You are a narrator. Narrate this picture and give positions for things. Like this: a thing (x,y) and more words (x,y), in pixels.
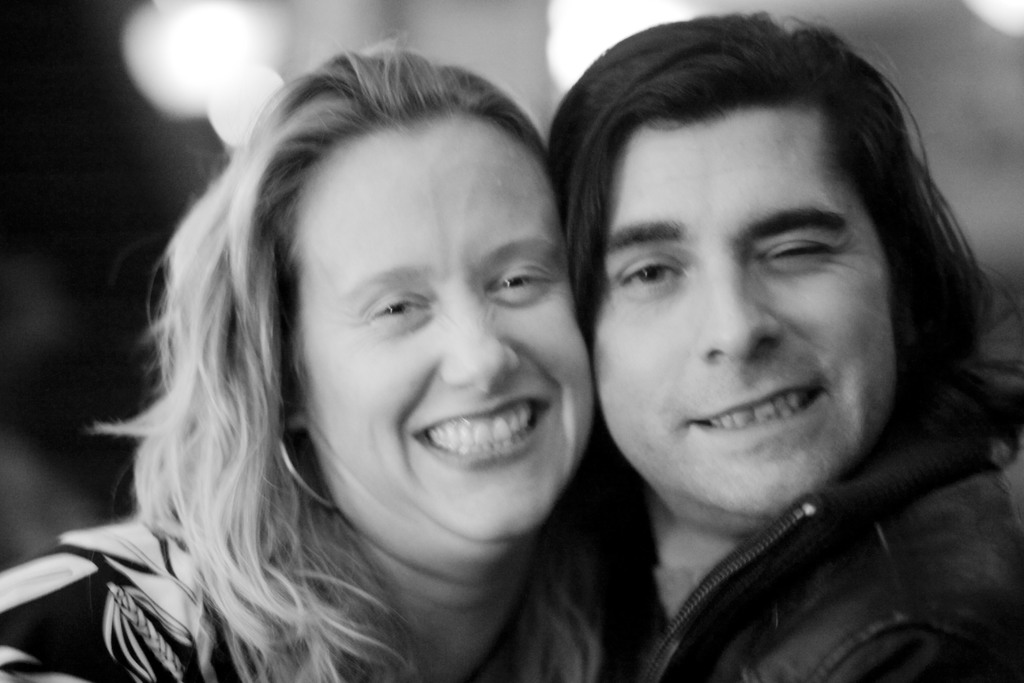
In this picture I can see a man (688,357) and a woman (357,373) and I can see smile on their faces (639,416) and I can see blurry background (431,34).
